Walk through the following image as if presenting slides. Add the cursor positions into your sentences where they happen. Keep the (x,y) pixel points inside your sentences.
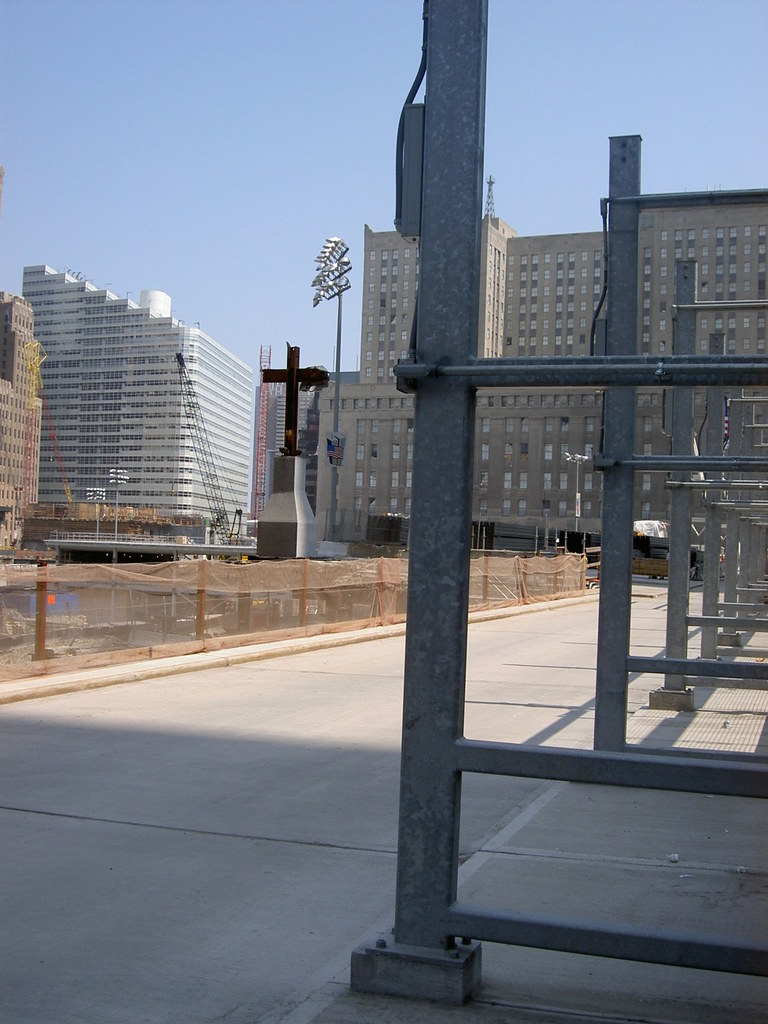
In this picture I can see there is a building (34,506), it is under construction and there are iron frames (598,949) here to the right side (633,306) and there is a fence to left (252,612) and there is a building (530,302) in the backdrop (530,461) and the sky (235,148) is clear.
